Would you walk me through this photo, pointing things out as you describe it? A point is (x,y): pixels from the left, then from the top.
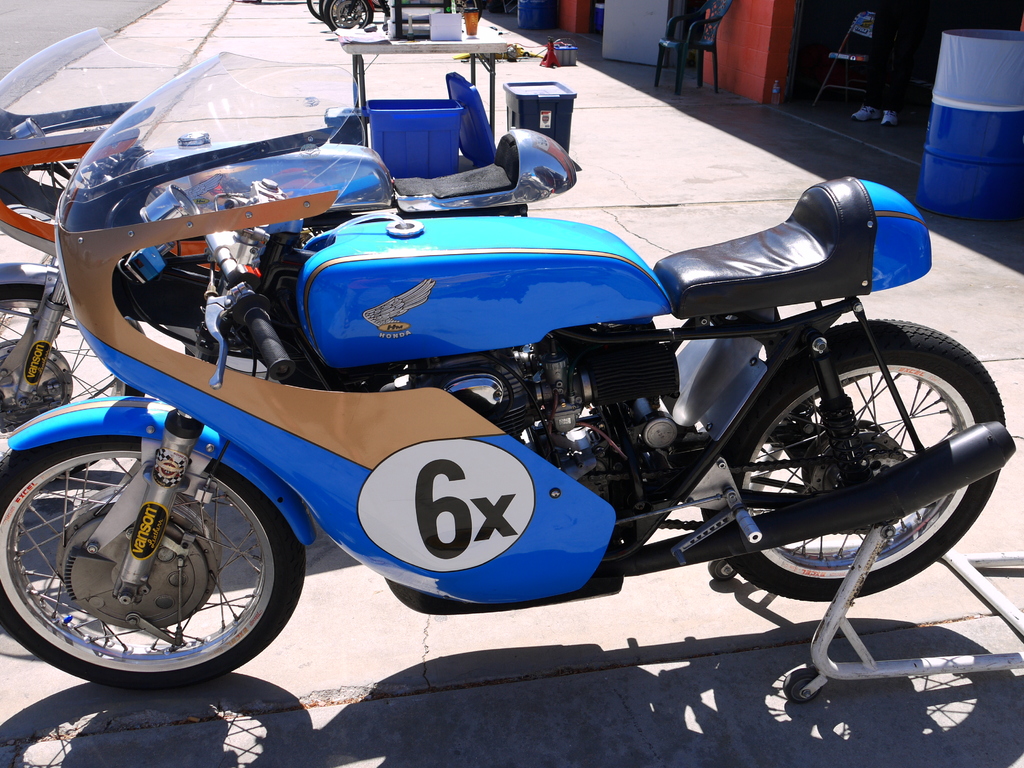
In this image in the front (151,239) there are bikes (347,237). In the center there is a table (490,68) and there are bins (402,117). On the right side (699,71) there is an empty chair (706,43), there is a drum (962,92) and there are colourful walls (569,18), there is a person (885,61) and in the background (380,10) there are tyres (315,11) and there are objects (438,9).
